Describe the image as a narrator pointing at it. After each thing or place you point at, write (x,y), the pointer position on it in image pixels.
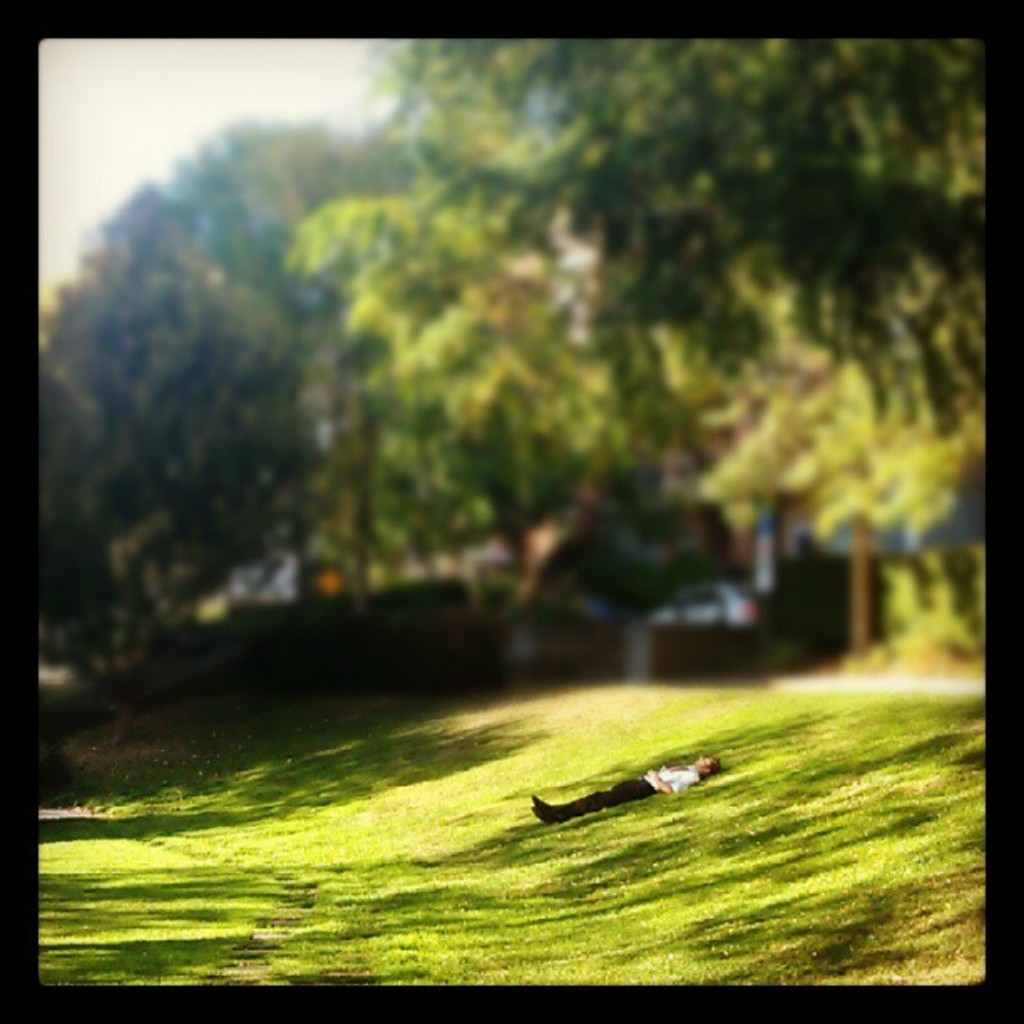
This looks like an edited image. I can see a person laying on the grass (644,753). These are the trees (654,395). I think this is a vehicle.
